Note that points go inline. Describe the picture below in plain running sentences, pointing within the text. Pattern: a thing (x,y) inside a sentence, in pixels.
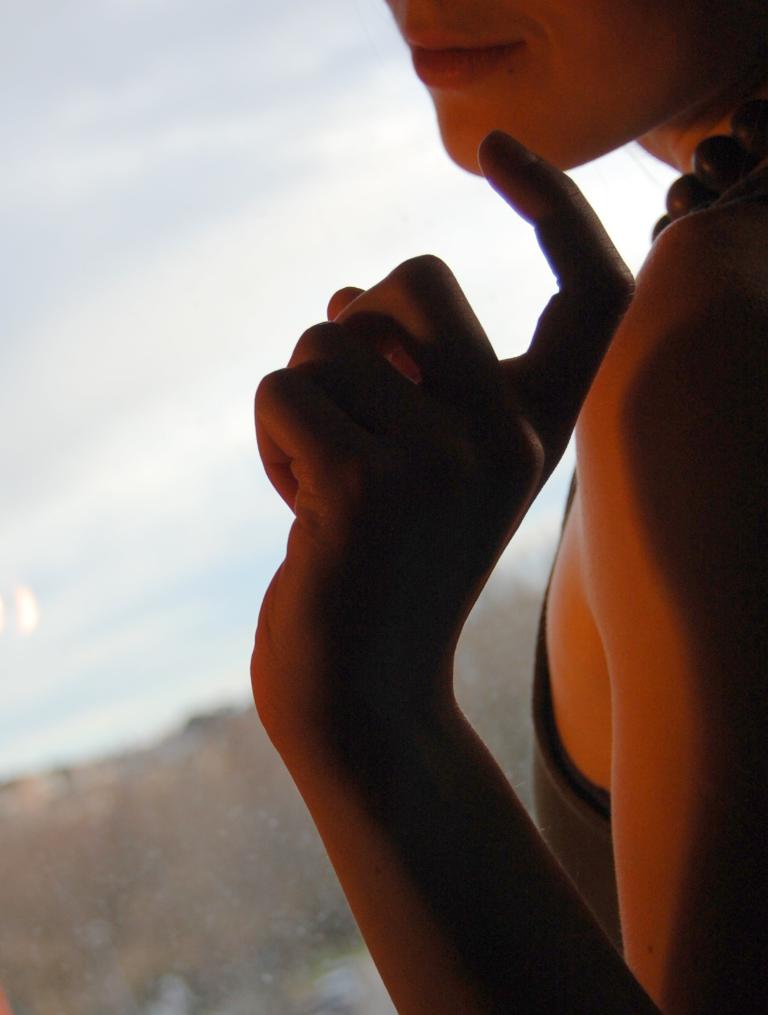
In this picture we can see a person (566,642) is standing. In front of the person (438,731), it looks like a transparent material (195,550). Behind the transparent material (139,688), there is the blurred background (78,856) and the sky (190,340).
